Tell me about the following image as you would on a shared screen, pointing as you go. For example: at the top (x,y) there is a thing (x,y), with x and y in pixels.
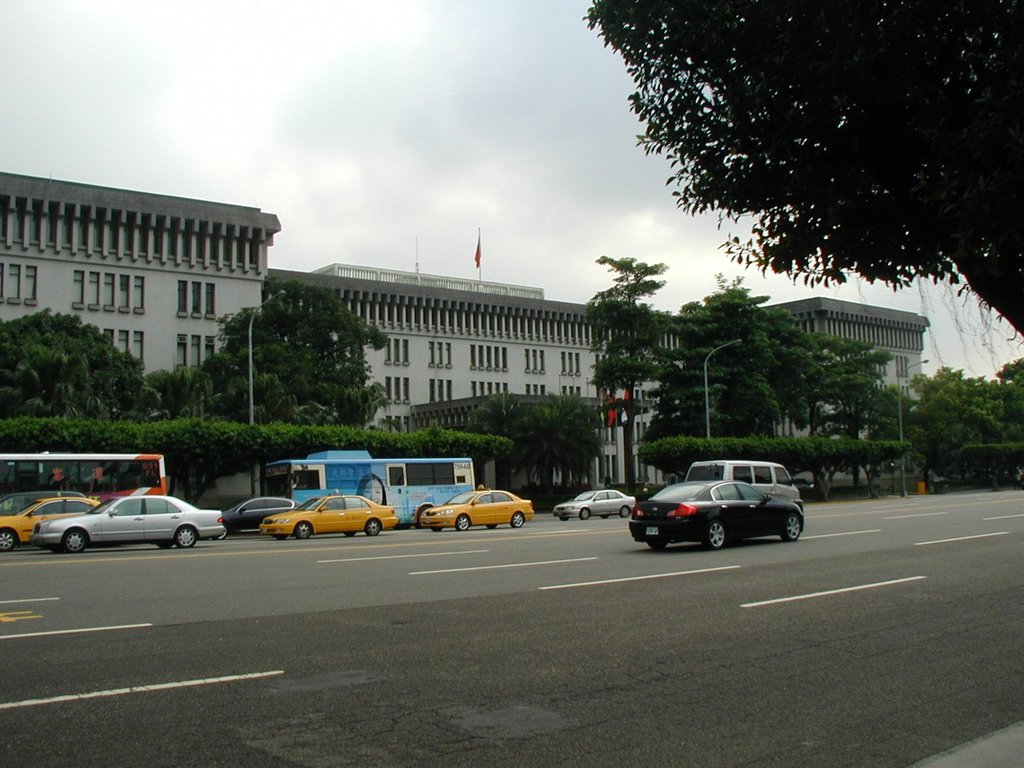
In this picture we can see some vehicles (705,493) traveling on the road (601,525), in the background (591,382) there are buildings (535,342), we can see trees (808,397) and poles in the middle (682,425), on the right side (995,239) we can see another tree (975,158), there is the sky (517,267) at the top of the picture (482,110), we can also see a flag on the building (405,389).
